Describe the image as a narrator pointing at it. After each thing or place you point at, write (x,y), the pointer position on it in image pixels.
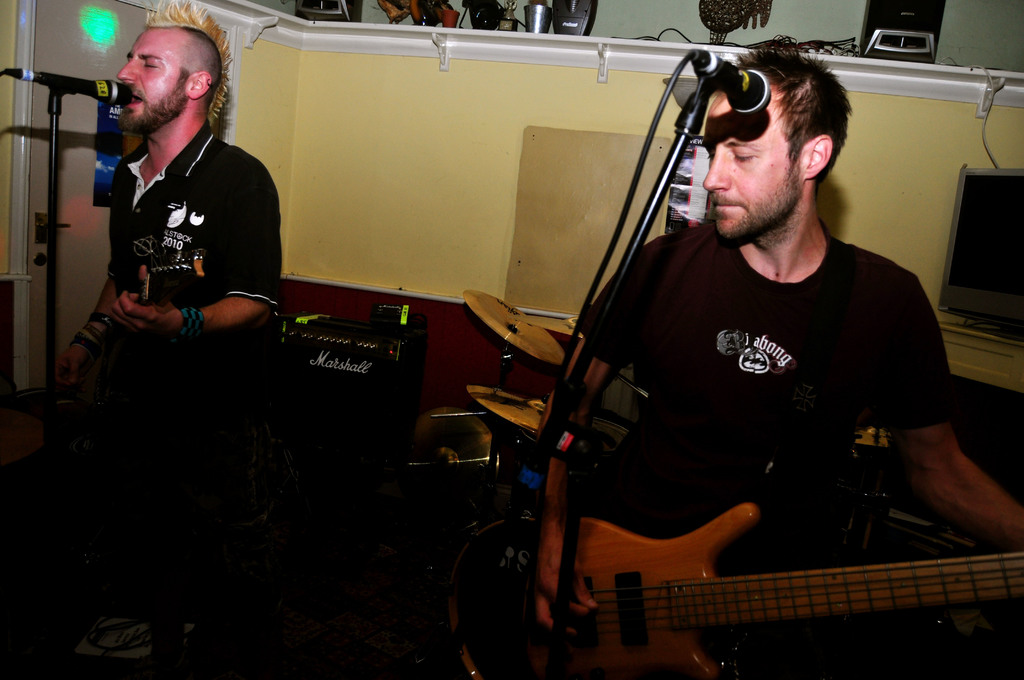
In this picture there are two members (719,414) standing and playing guitars (611,570) in their hands (580,571). One of the guy (146,154) in the left side (118,100) is singing in front of a mic (98,86). Behind them there are some drums (471,560). In the background (582,209) there is a board (552,189) attached to the wall (421,138) here.
